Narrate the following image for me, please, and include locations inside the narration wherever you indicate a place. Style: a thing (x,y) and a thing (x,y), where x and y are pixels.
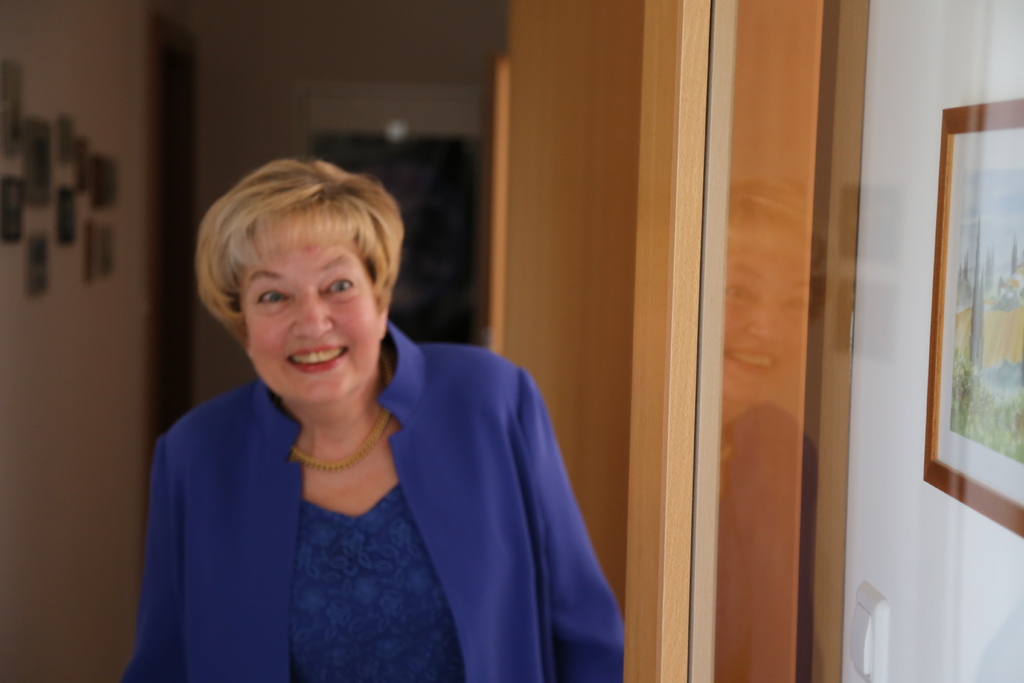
In this image we can see a woman (459,493). On the right side (731,426) we can see a photo frame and a door (697,338). On the left side (76,127) we can see some photo frames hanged to the wall (78,236).
